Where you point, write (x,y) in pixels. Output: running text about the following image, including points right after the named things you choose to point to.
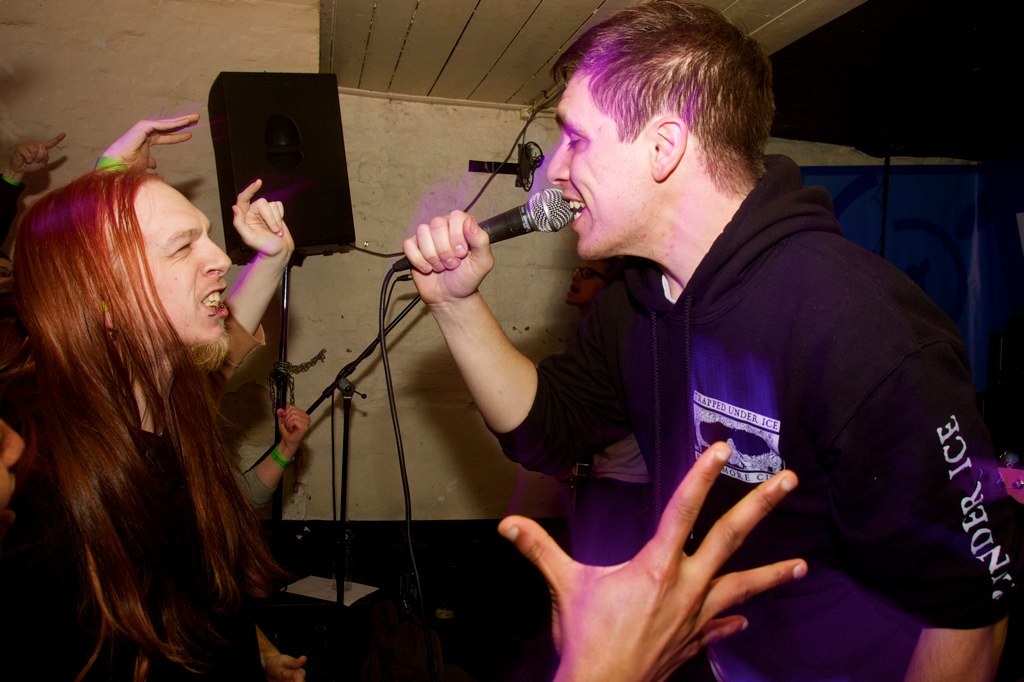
This image is taken indoors. In the background (441,479) there is a wall (419,122) and there is a speaker box (242,108). There is a mic (337,388). On the left side of the image (23,155) there is a man (164,389) and there are a few people (241,341). On the right side of the image (726,304) a man (641,280) is standing and he is holding a mike (514,213) in his hands (481,248) and he is singing.
